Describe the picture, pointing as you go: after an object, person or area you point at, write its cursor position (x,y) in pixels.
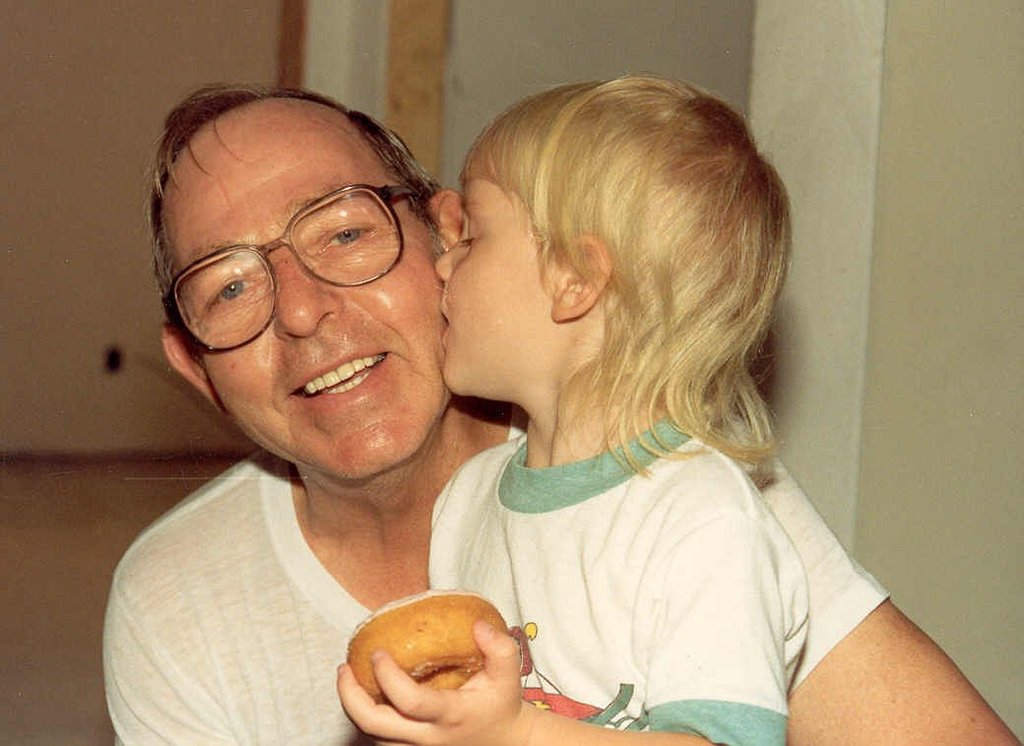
In this image there is a person (854,599) holding a kid (522,561), and a kid (538,572) is holding a doughnut (404,641), and at the background (1006,55) there is wall (104,253).
